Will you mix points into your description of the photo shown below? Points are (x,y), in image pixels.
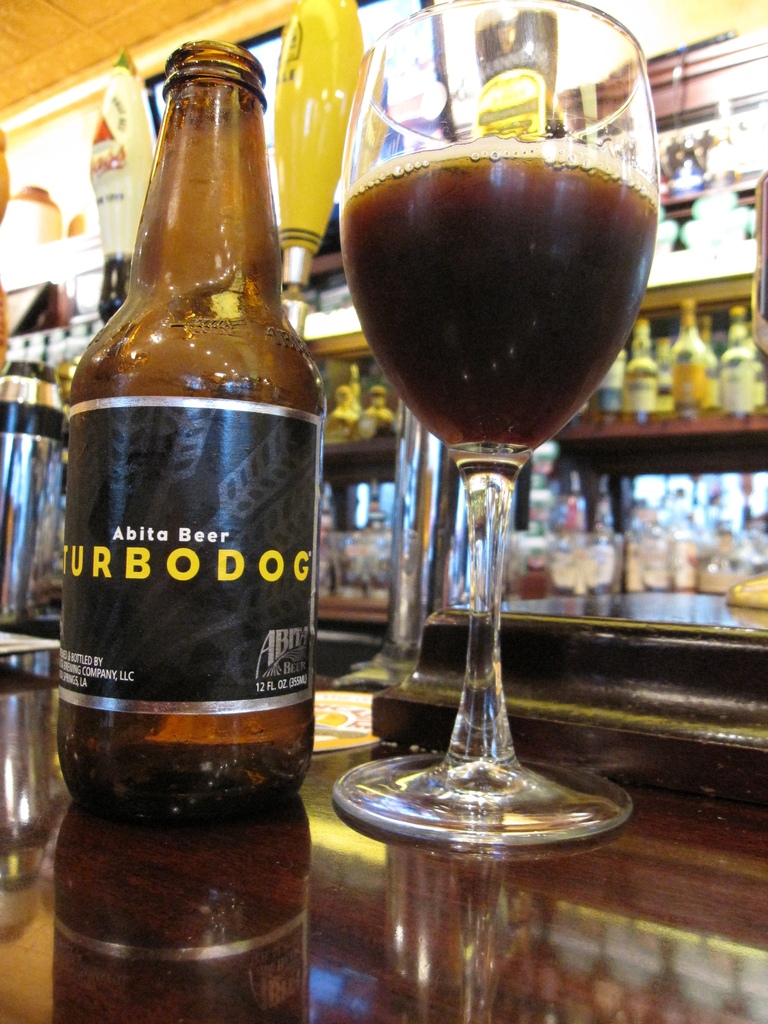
This is a beer bottle (161,517) and a wine glass (470,676) placed on the table (421,961). At background (593,523) I can see bottles (634,528) placed in the rack (707,459), and I can see an yellow color object (315,143) behind the bottle (213,372).
